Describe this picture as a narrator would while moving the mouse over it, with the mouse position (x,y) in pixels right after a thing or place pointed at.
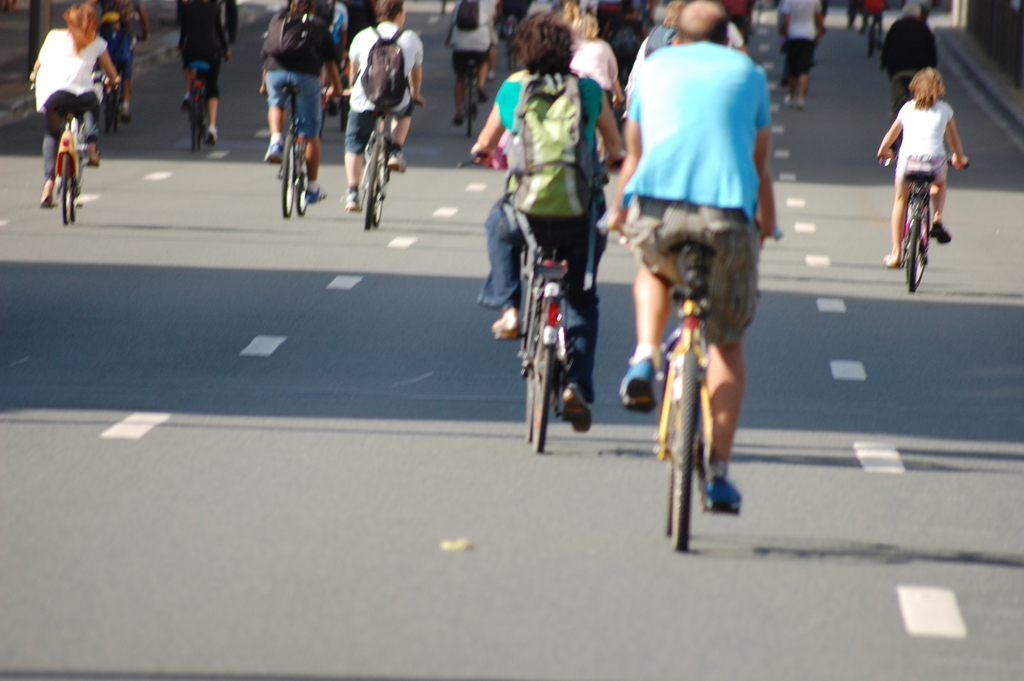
In this picture we can see the people (761,100) riding bicycles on the road (41,346). Among them few people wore backpacks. On the right side of the picture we can see a person (809,13) is walking.
